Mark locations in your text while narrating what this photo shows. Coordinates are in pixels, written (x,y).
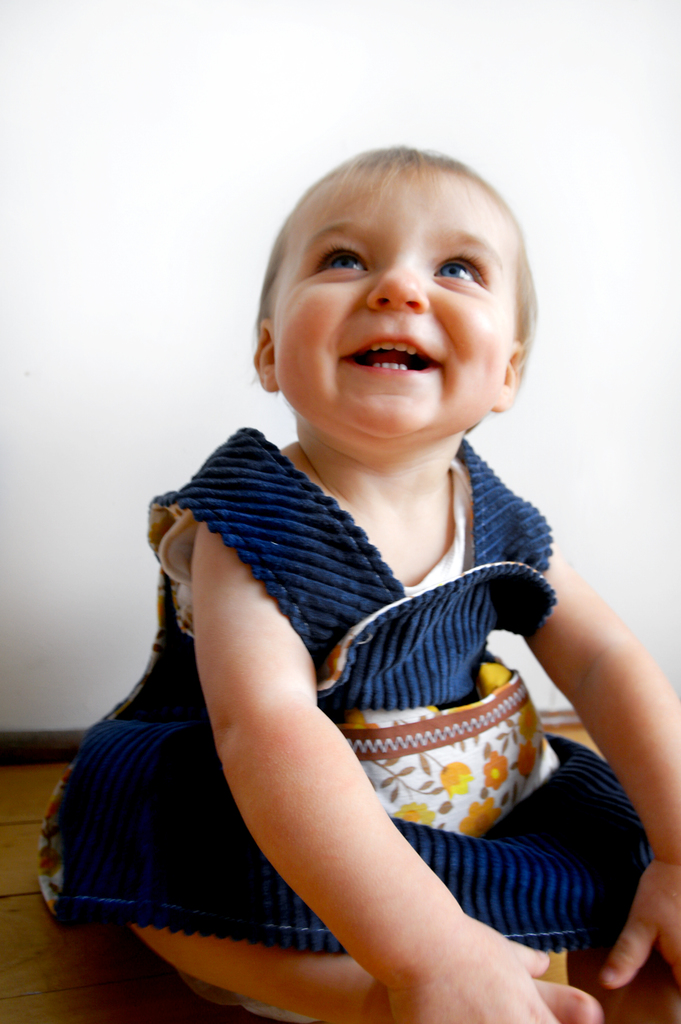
In the picture I can see a baby (387,676) wearing blue color frock (510,739) is sitting on the wooden surface (38,773) and smiling. In the background (557,324), we can see the white color wall (90,187).
